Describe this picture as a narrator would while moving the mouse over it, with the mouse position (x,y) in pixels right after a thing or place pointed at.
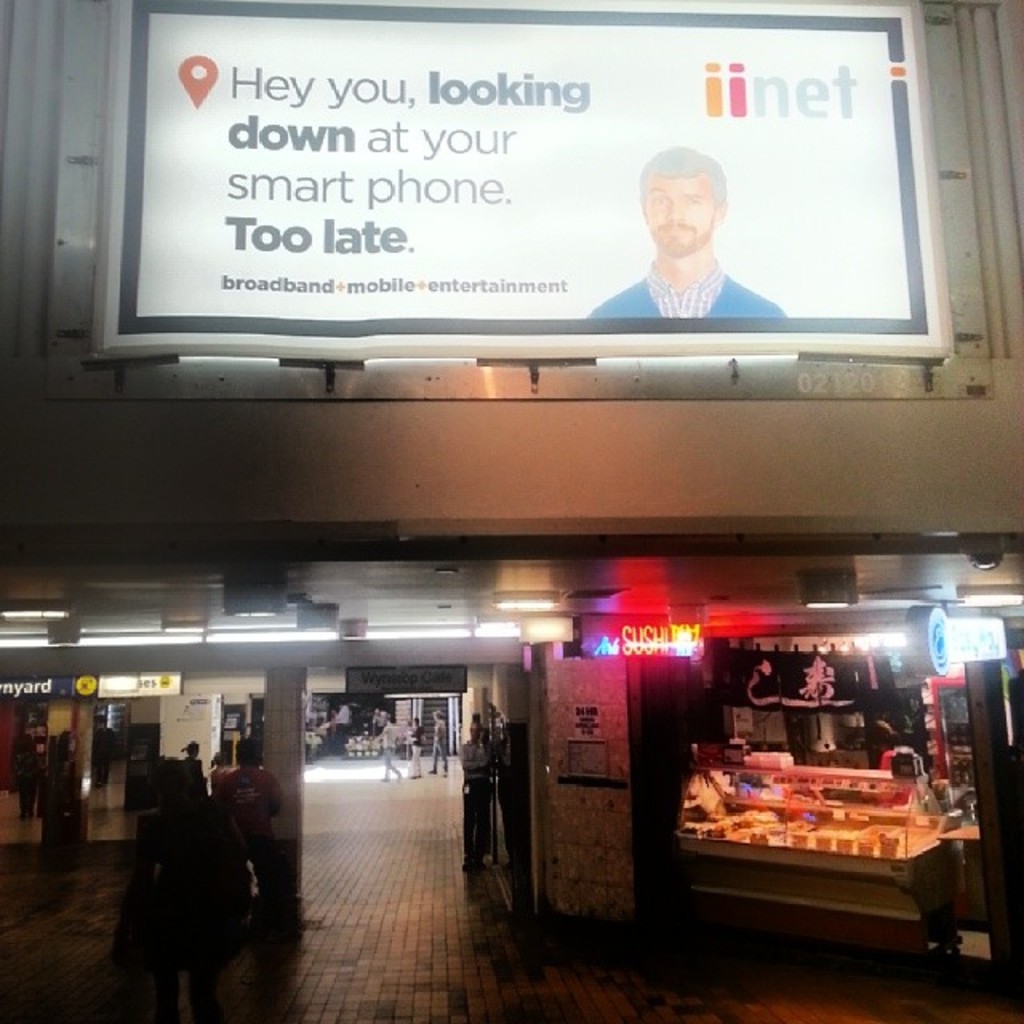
In this picture I can see a building (242,389), there are light boards (932,612), shops (783,681), lights (412,631), there are group of people (349,728) and there are some other objects (756,840).
